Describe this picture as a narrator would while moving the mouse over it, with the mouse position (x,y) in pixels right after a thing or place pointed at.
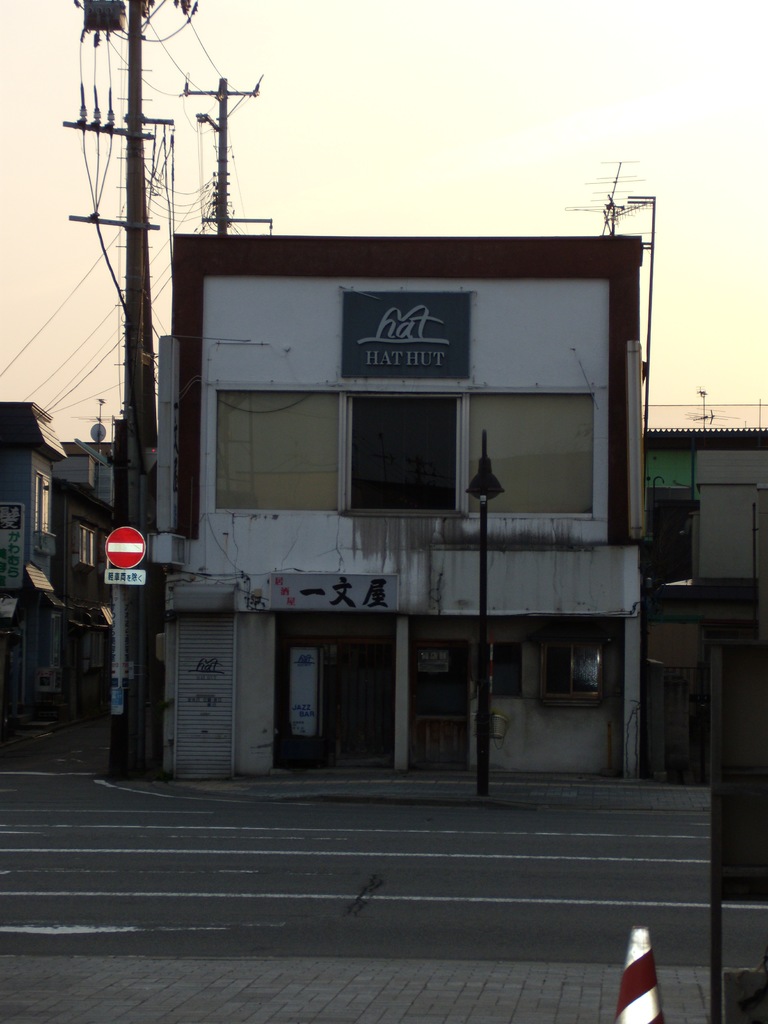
At the bottom of the image (622,1009) we can see one traffic pole (644,977) and one black color object (720,843). In the background (266,156) we can see the sky (303,88), clouds (300,44), buildings (499,607), poles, wires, sign boards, road (538,848) and a few other objects (387,686).
